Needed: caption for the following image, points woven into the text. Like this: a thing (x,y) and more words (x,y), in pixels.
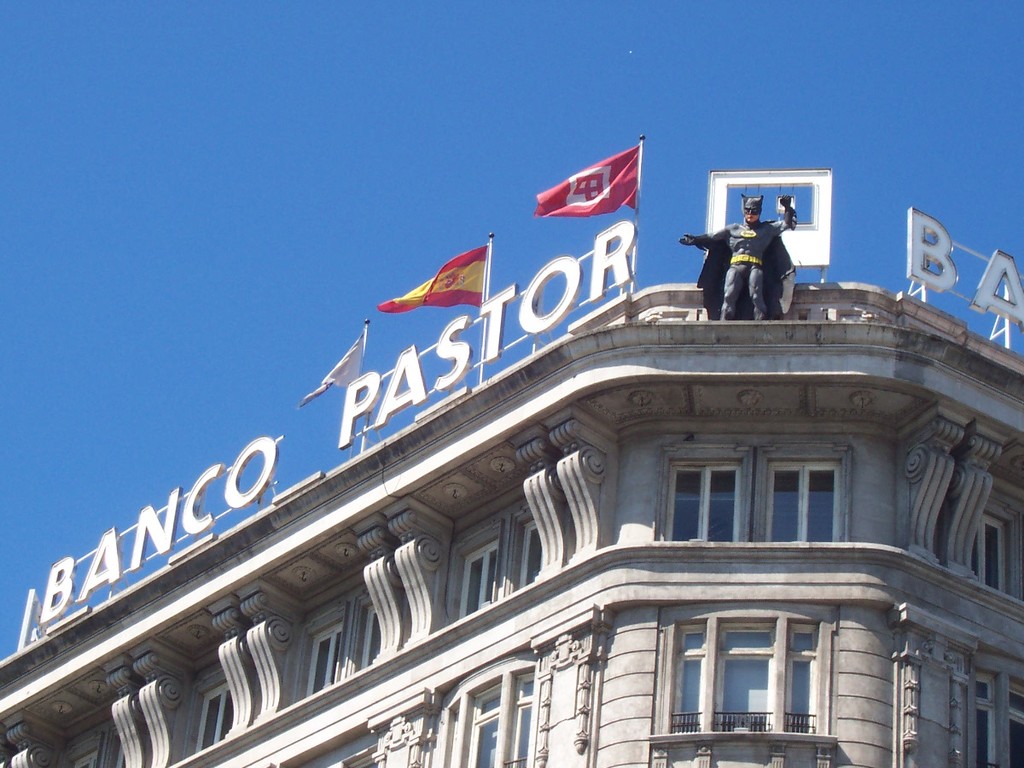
In this picture we can see few flags (555,184) and a statue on the building (605,414).
